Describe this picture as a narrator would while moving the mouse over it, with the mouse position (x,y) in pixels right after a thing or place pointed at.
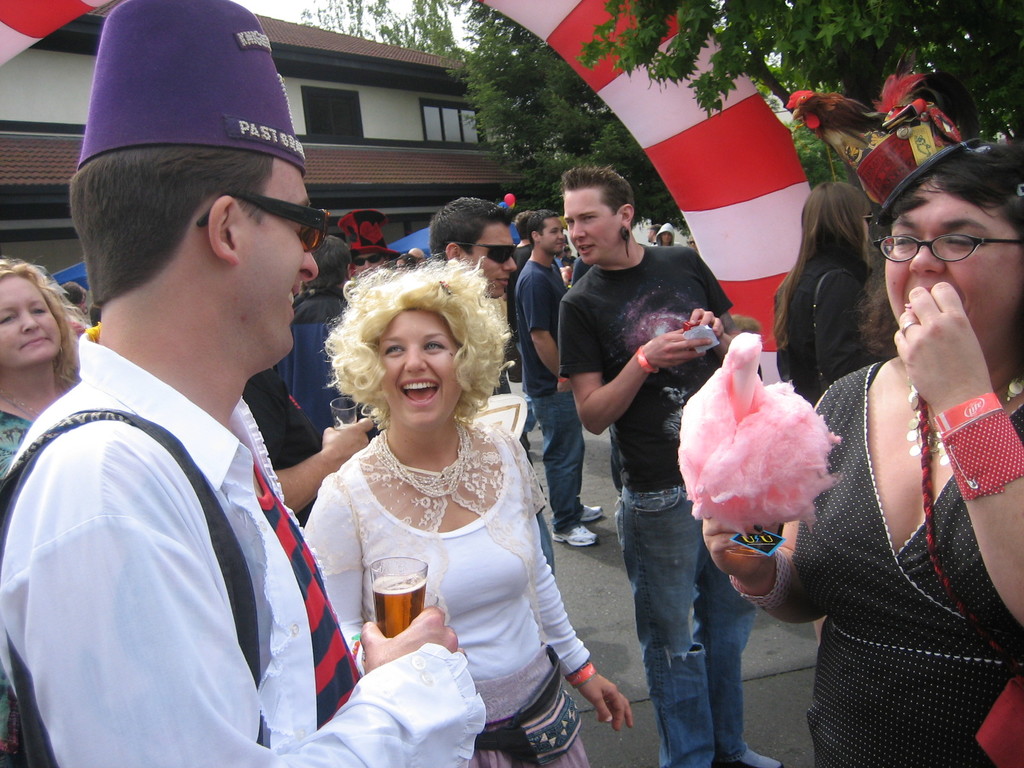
In this picture there is a group of girls and boys (273,291) standing in the party, smiling and enjoying. On the right side (841,419) there is a woman (863,593) wearing black top (818,517) eating a pink sugar candy (755,486). Behind there is a red and white color arch balloon (763,261). In the background (544,182) there are some trees (714,76) and small house (392,126).
